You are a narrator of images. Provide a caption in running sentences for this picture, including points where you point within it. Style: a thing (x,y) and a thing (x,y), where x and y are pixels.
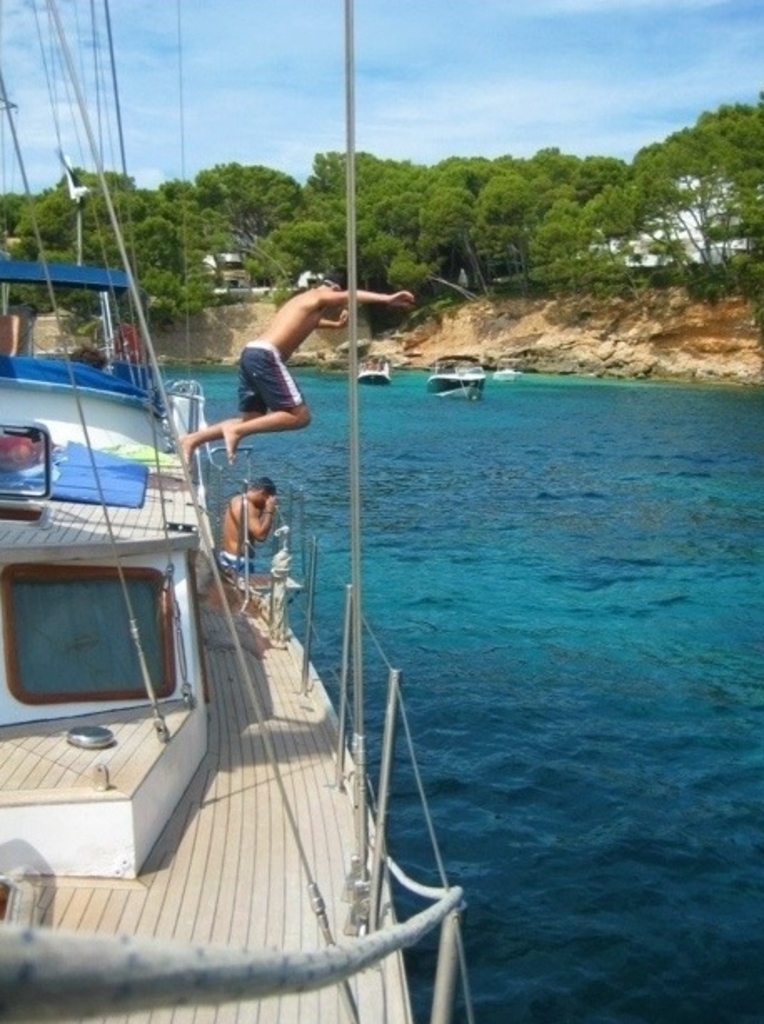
In the foreground (297,648) I can see a boat (309,888) on which a person (253,517) is standing and one person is jumping into the water (417,596). In the background (699,300) I can see boats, a mountain (401,365) and trees (495,238). On the top (461,59) I can see the blue sky (549,127). This image is taken during a day.
